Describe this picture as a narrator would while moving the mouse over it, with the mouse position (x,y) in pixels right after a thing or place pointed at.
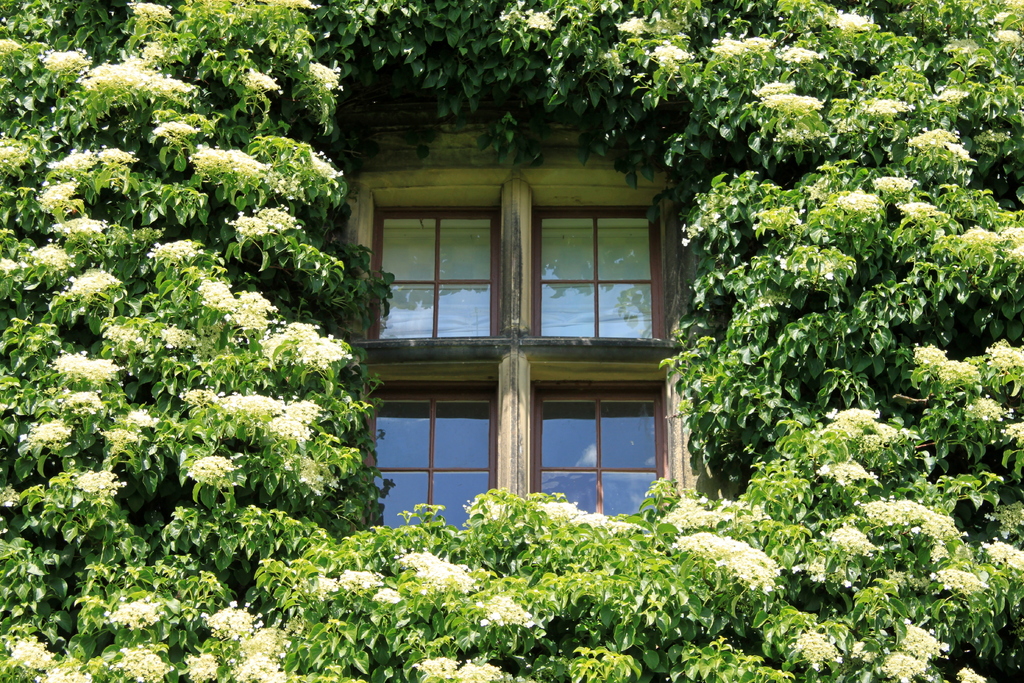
In the image there is a tree (160,436) with many leaves (171,316) and flowers (453,675). In the middle of the leaves (547,556) there is a glass window (458,280) with stone wall (355,195).
